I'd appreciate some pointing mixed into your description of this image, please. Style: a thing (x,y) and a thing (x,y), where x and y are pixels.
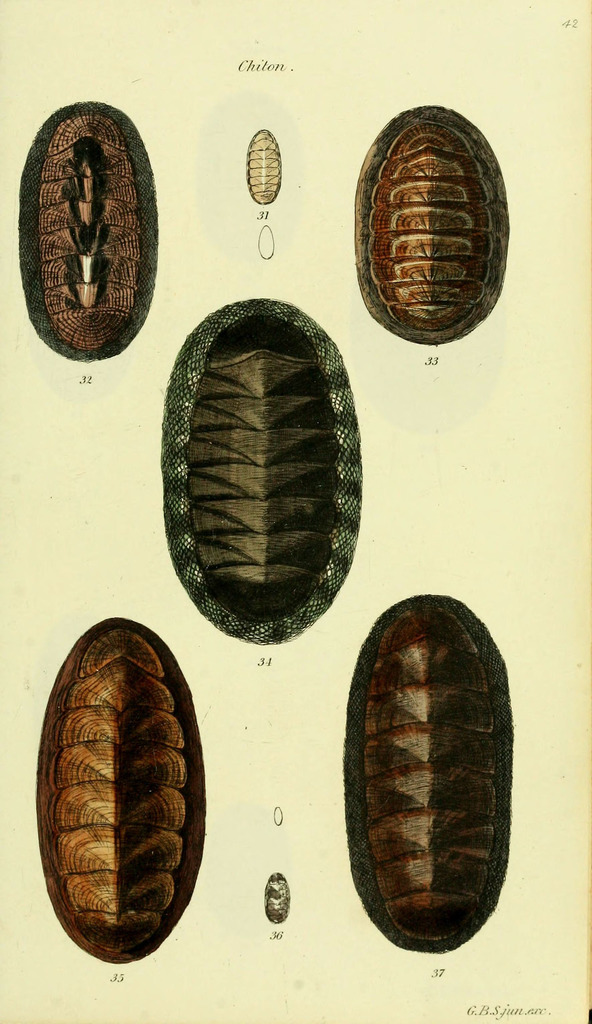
In this picture we can see a few shells (159,832) of chitons (393,729).
